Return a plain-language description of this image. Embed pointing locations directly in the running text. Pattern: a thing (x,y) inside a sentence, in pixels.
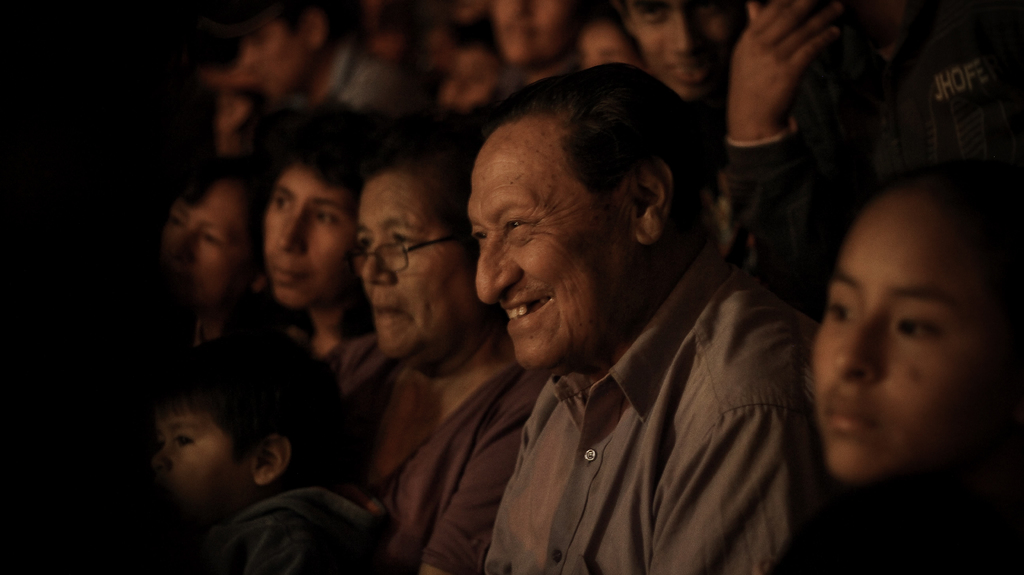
In this image we can see a group of people (691,393) are sitting, and smiling, at background (42,539) here it is dark.
